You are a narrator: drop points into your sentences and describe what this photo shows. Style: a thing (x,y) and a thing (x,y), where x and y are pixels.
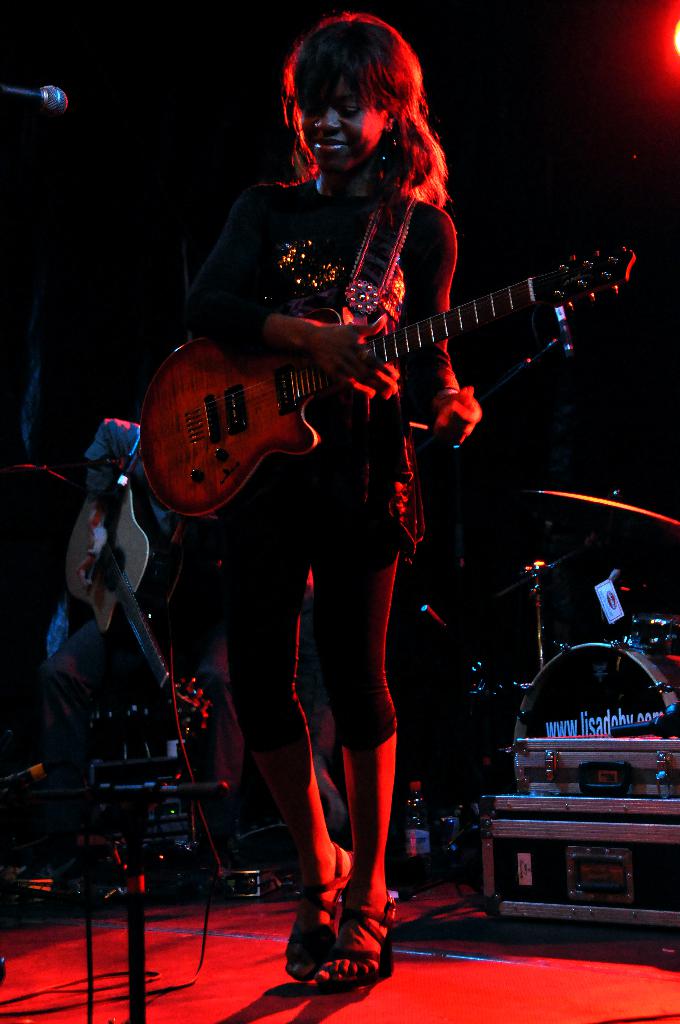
In this picture there is a lady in black dress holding a guitar (298,427) and playing it in front of the mic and behind her there is a man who is playing the musical instrument (109,589).
